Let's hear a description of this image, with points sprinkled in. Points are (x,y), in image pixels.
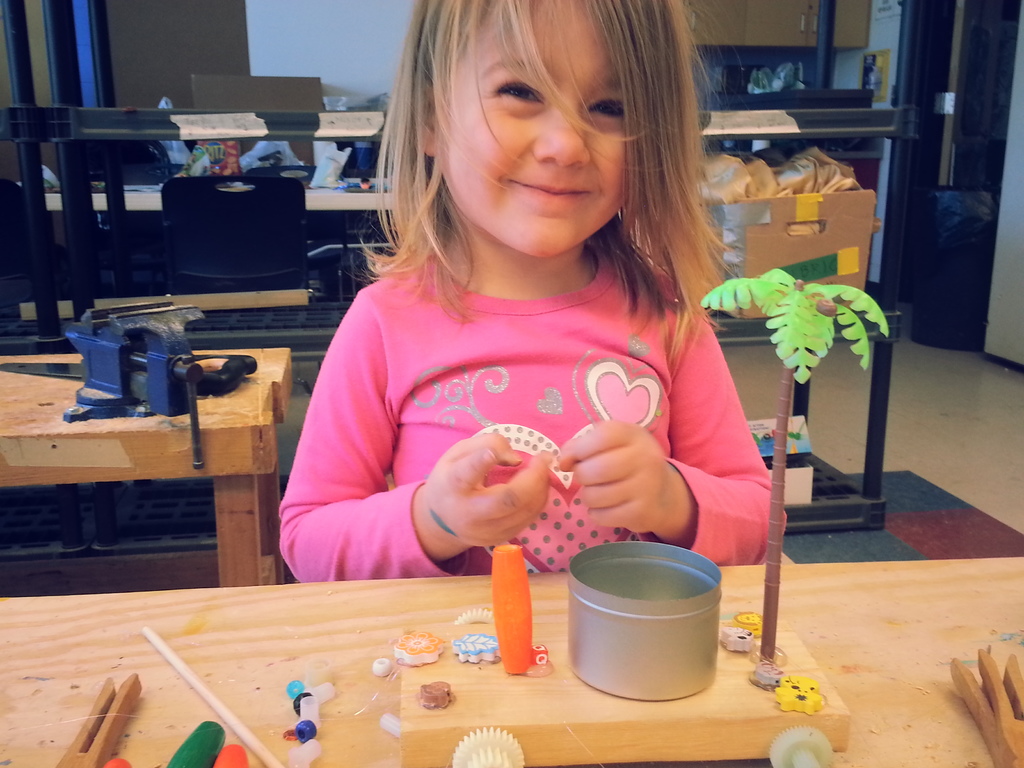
In this image we can see a child (611,288) wearing pink t shirt (555,391) is standing near the table (363,696). We can see few toys (715,745) on the table (855,684). In the background of the image (282,159) we can see a chair (288,195), cardboard box (776,250), covers (797,176), cupboards (774,23) etc.
